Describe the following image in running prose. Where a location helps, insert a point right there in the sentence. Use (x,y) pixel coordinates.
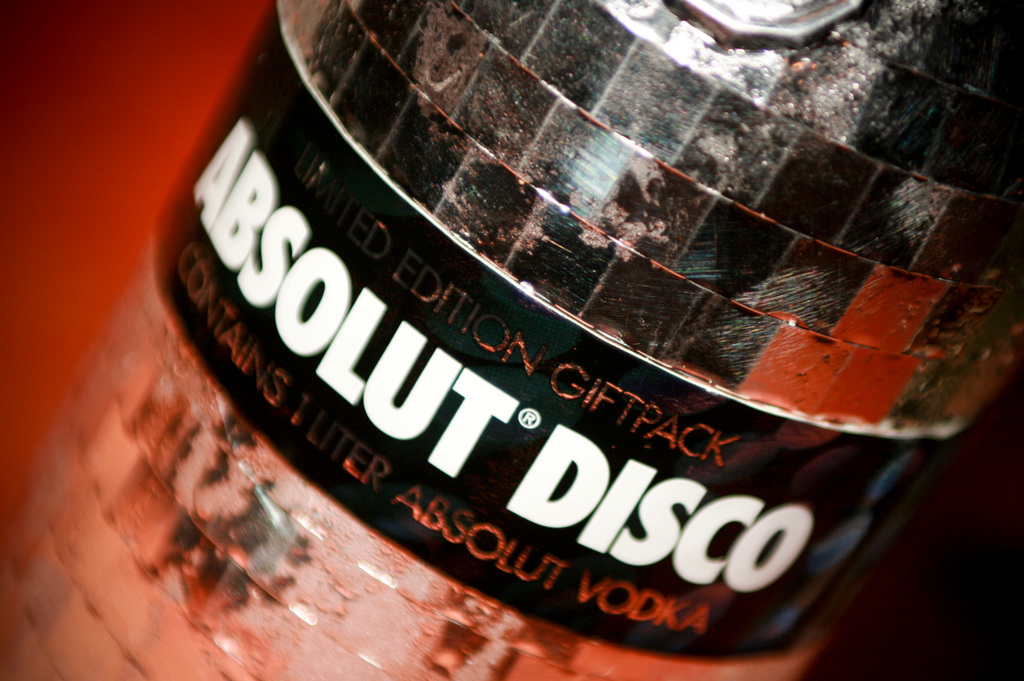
This picture is mainly highlighted with a bottle (423,310).
